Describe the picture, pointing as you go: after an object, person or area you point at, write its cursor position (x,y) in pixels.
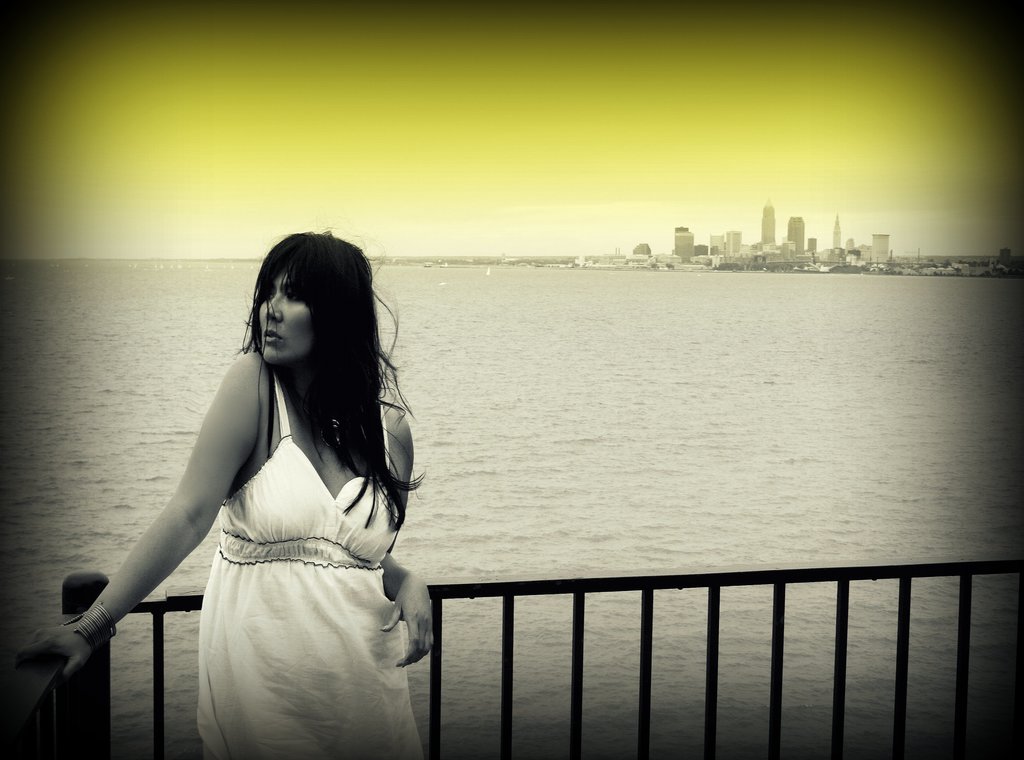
This image looks like an edited photo in which I can see a woman (318,593) is standing near the fence (580,670). In the background (747,460) I can see water (615,404), buildings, towers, trees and the sky (601,158).
